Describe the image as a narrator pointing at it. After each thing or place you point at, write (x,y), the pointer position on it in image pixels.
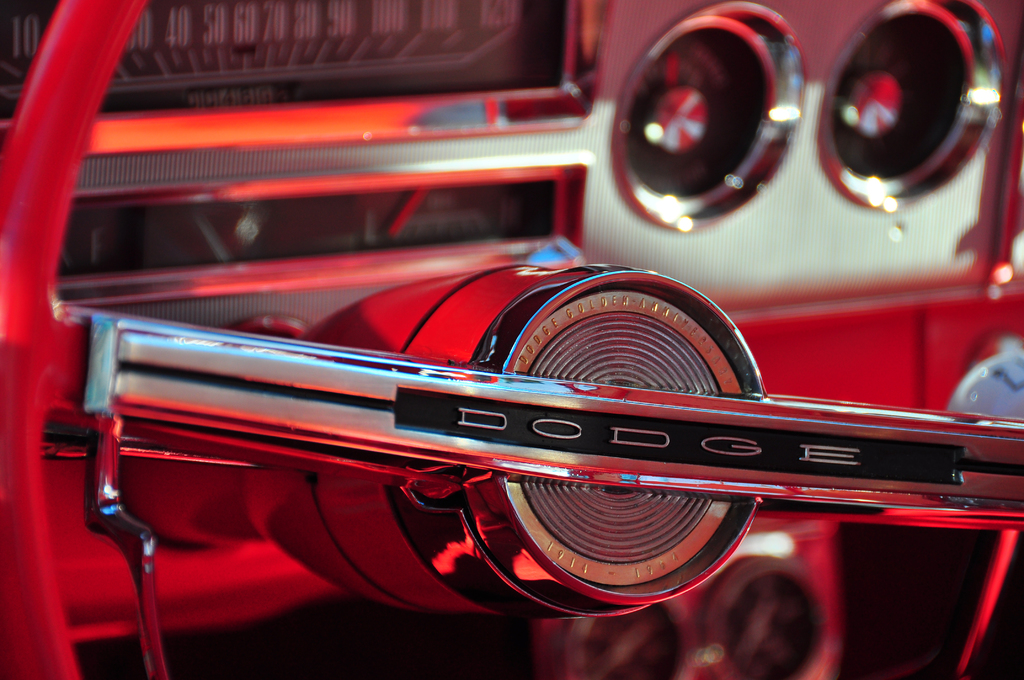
In this image we can see the inner view of a motor vehicle (414,451).
